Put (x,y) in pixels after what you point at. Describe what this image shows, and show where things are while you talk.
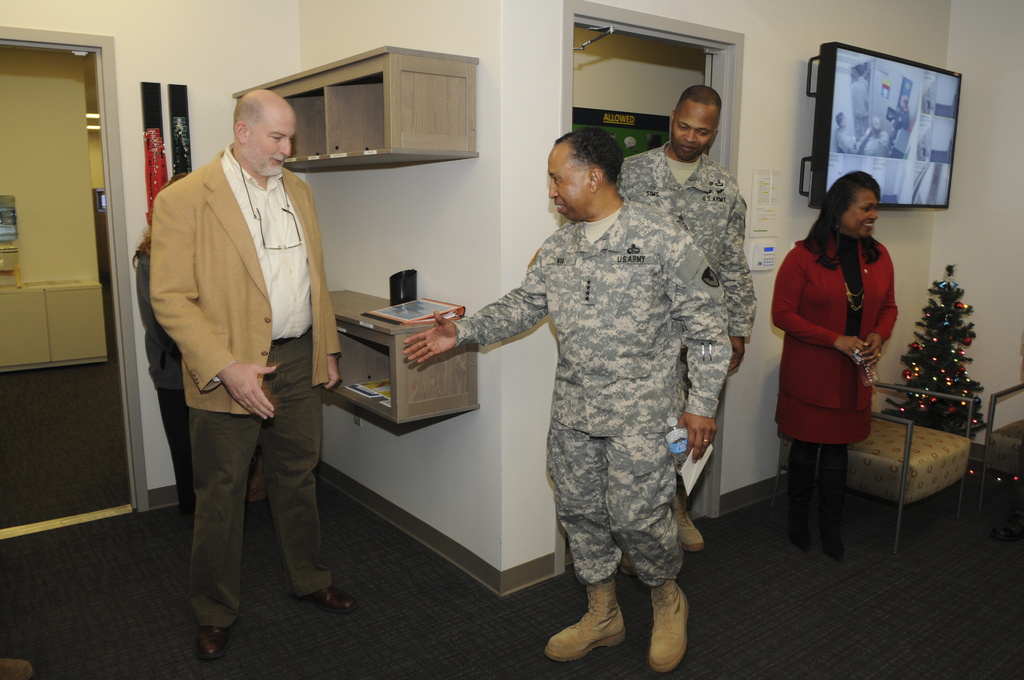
IN this picture we can see four people (231,255), Christmas tree (924,340), some chairs (894,428) and a desk (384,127) to the wall (381,169).
